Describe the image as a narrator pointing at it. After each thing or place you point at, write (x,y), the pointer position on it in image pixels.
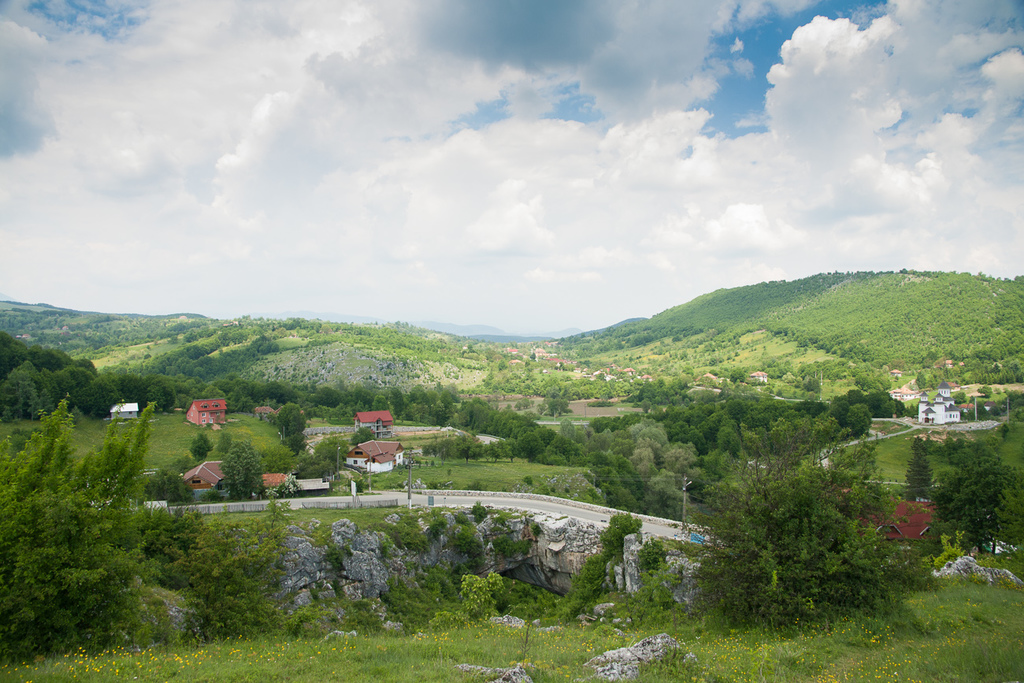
In this image there is grass (269,430) on the surface (354,508) and trees (252,476), houses (371,421), at the top of the image (536,111) there are clouds (520,126) in the sky (623,189).
